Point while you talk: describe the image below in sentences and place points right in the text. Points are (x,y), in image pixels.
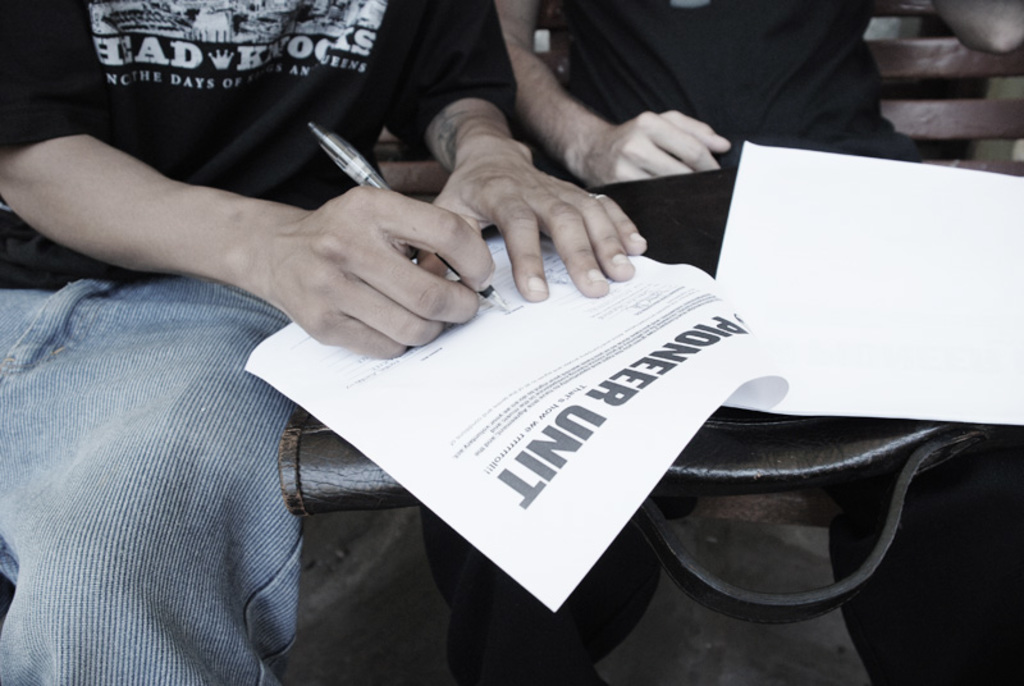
In this picture I can see couple of papers (488,327) and a human (304,303) writing on a paper (460,328) and I can see another human (729,122) on the side with a bag (660,255) on his lap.
